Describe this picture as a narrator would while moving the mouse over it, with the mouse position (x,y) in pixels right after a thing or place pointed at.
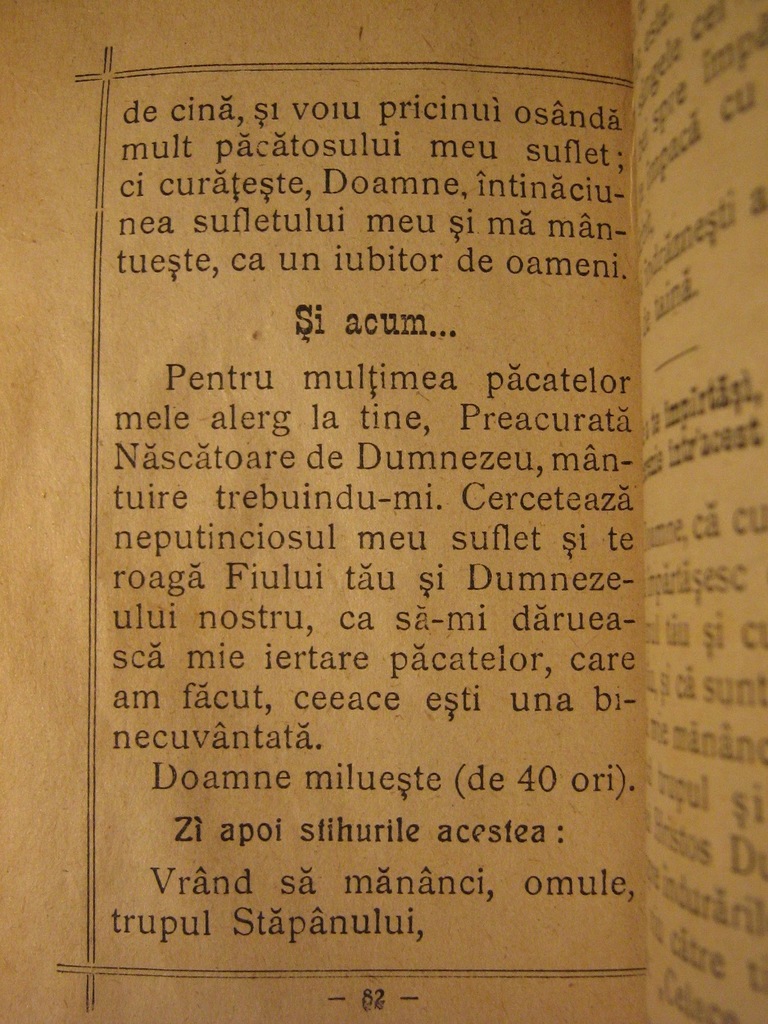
In this image I can see a brown color paper (248,287) and something is printed on it in black color.
